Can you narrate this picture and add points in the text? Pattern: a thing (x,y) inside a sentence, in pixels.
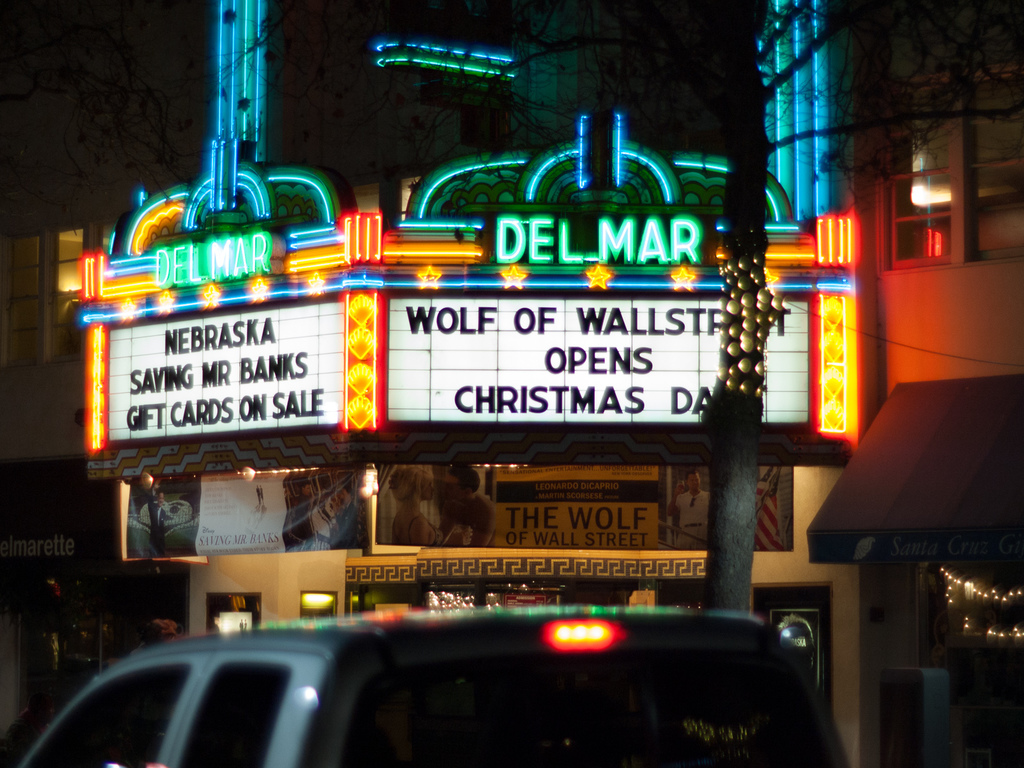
In this image I can see the vehicle (624,757). In the background (771,519) I can see few boards (387,406) attached to the stores (371,584) and I can also see few lights (845,326).
